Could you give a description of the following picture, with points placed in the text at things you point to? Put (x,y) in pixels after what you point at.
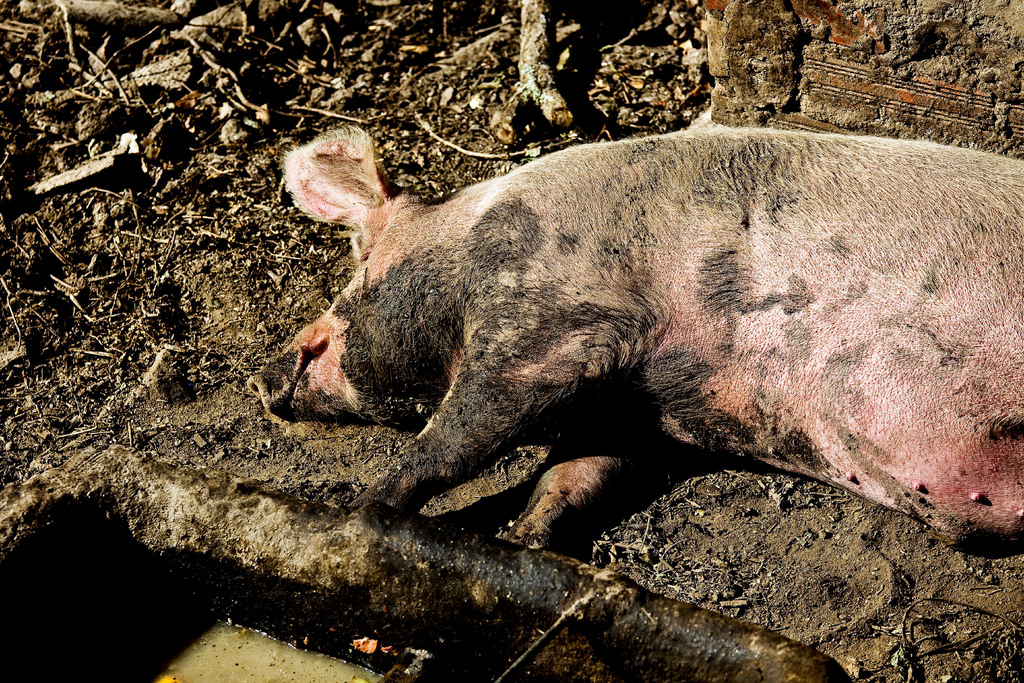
On the left side (221,521), there is liquid (200,657) in an object (51,512). Behind this object (209,489), there is a pig (543,239) lying on the ground (158,306). In the background (19,65), there are sticks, a wall (960,109) and stones (665,50).
